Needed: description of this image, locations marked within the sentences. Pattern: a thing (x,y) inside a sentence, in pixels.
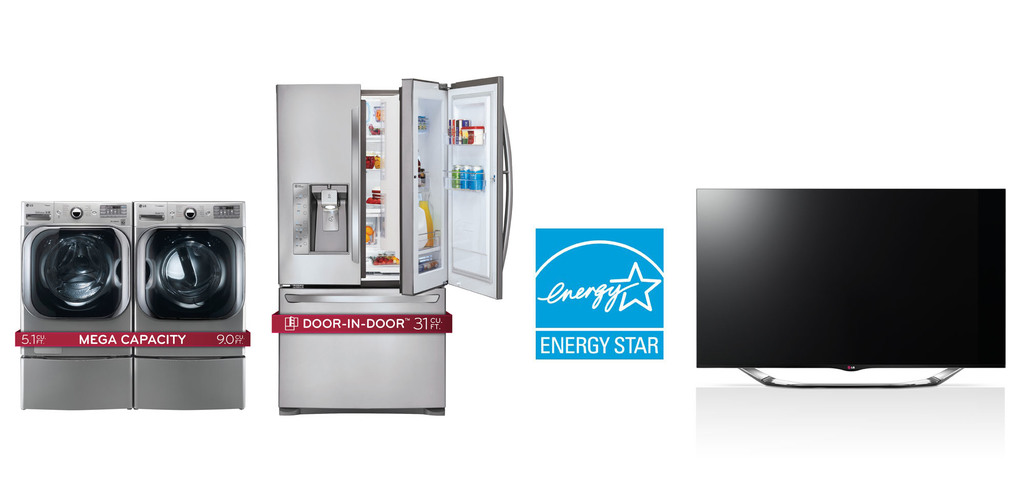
In this picture we can observe some electronic appliances (73,255). We can observe washing machines (192,324), refrigerator (309,274) and a television (791,261). The background (142,85) is in white color.
